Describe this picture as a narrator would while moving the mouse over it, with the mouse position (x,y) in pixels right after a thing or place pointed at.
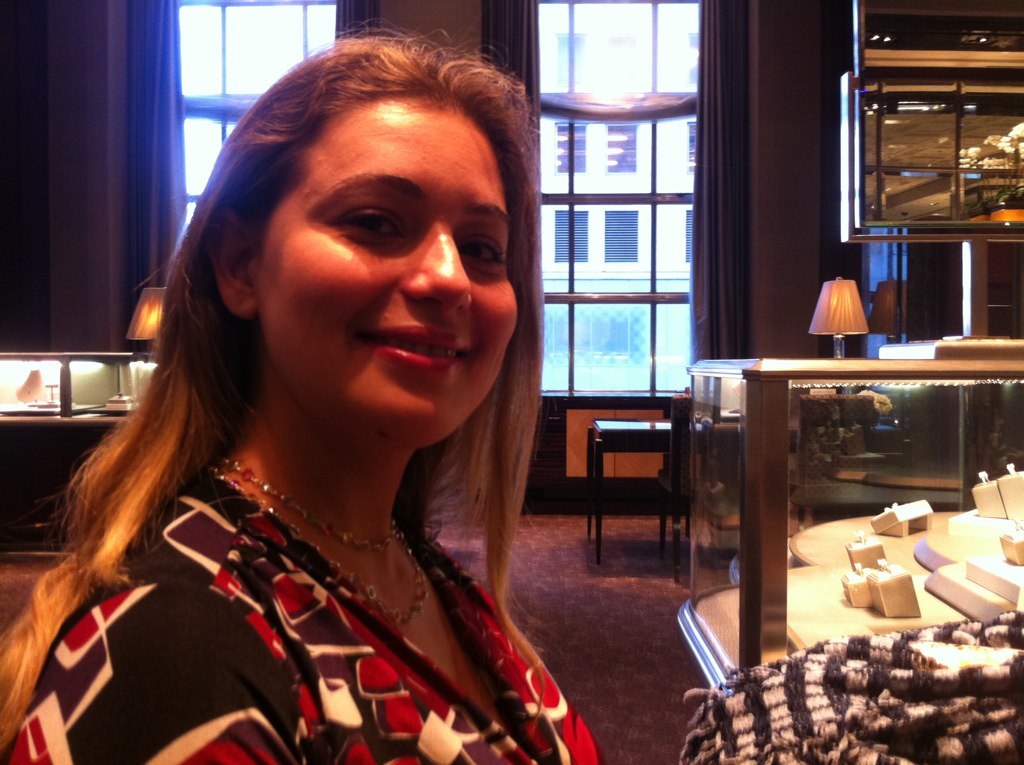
In this image we can see a woman (264,383) is smiling and on the right side (963,641) there are objects (887,508) placed in a glass box (836,477) and a cloth (859,741). In the background (58,541) there are windows (649,92), curtains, wall (72,307), lamps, floor (12,562) and objects (22,459). Through the window glasses (642,209) we can see building (578,292) and windows (617,249).
